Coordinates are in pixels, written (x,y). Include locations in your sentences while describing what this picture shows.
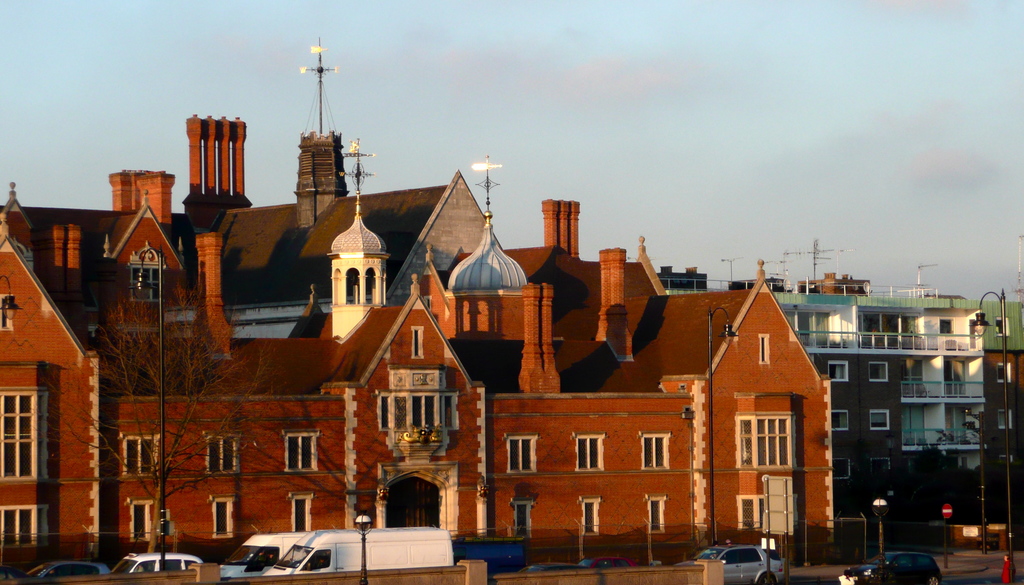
In this picture we can see poles (881,551), lights (883,507), boards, wall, buildings (205,533), tree (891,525) and vehicles (743,561) on the road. In the background of the image (876,256) we can see poles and sky (765,160).
